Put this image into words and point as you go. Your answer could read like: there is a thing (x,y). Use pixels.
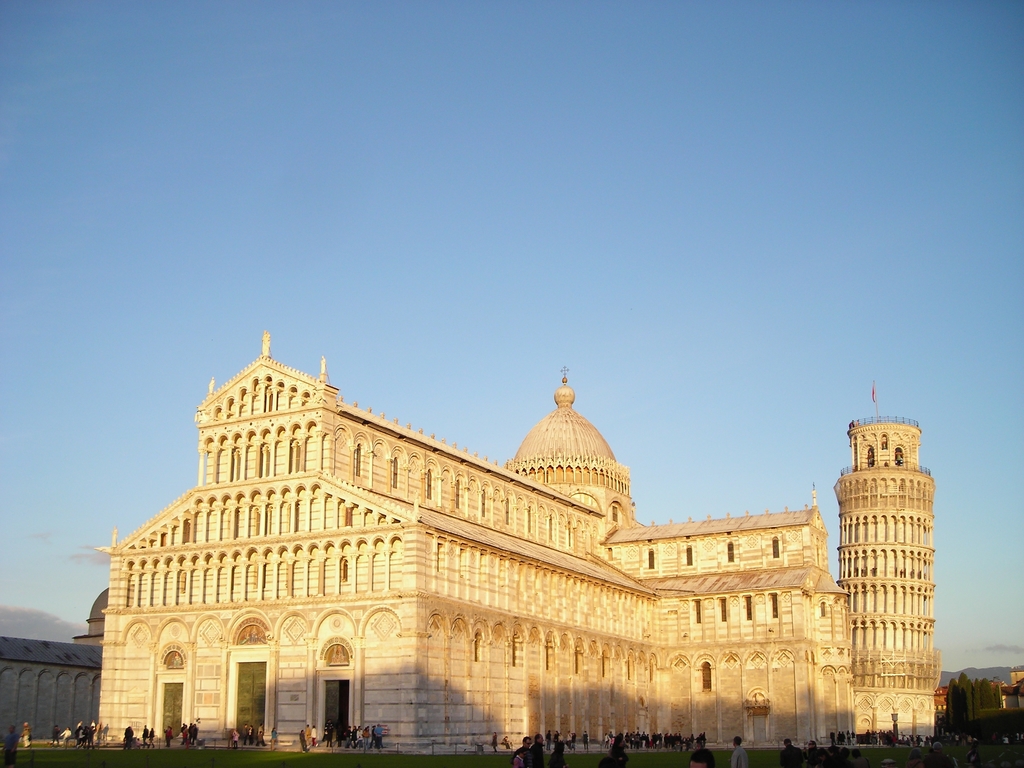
In this image there are buildings (254,649). At the bottom (936,749) there are people (890,739). In the background (757,362) there is sky (557,217).
